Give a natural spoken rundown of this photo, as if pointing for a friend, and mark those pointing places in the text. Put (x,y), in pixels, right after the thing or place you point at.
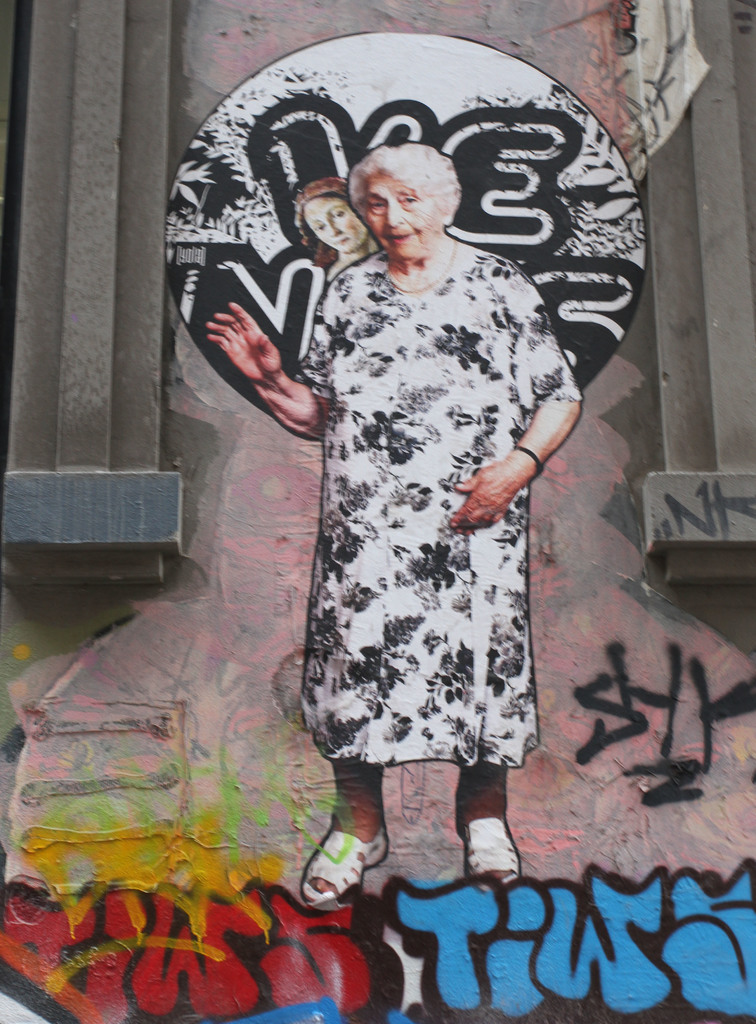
In this picture we can see the graffiti image (308,60) of an old woman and other drawings (303,151). We can also see pillars (674,213) on either side of the graffiti wall (358,254).
